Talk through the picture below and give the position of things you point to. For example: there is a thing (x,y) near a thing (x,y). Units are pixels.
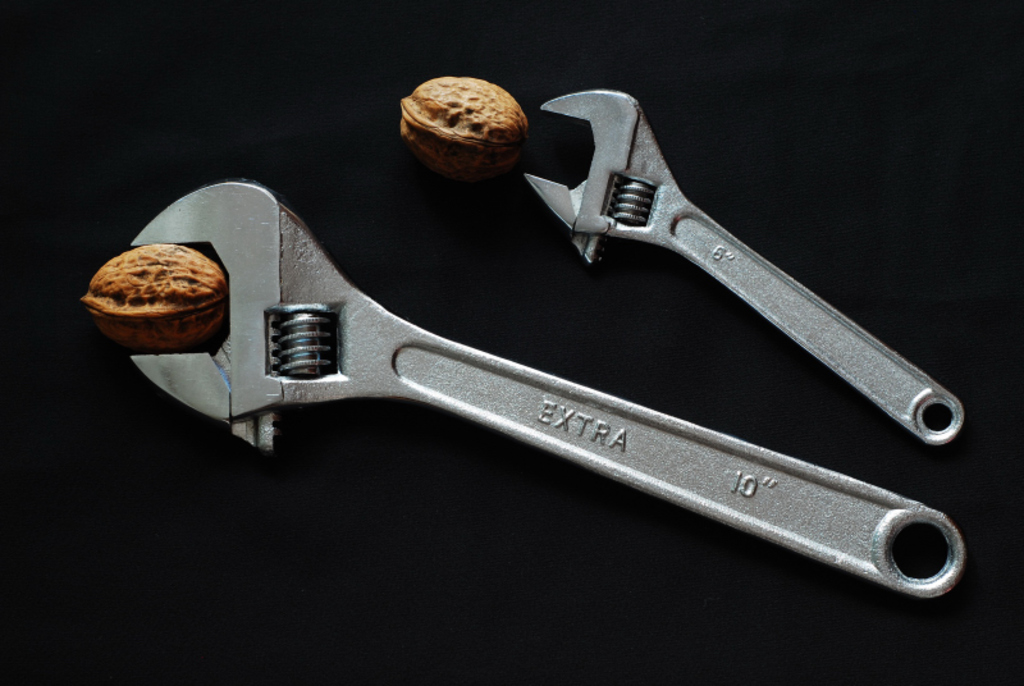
In this image we can see two wrenches (697,226), and two walnuts (463,176), and the background (451,293) is black in color.
